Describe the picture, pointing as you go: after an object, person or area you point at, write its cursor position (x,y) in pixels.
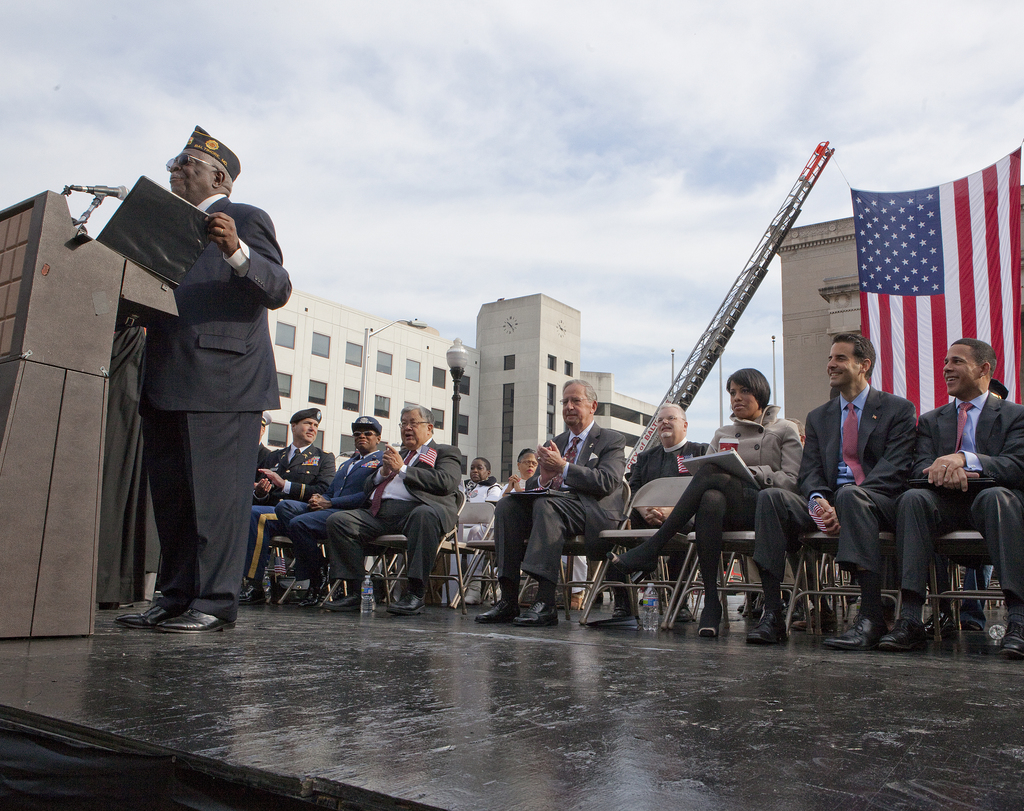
In this image I can see a person (219,196) standing wearing black dress (175,390), in front of the person (208,182) I can see a podium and a microphone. Background (338,518) I can see few other persons (367,485) sitting on chairs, flag (933,222) in red, blue and white color, building (578,364) in white color and sky (509,142) in white color.
